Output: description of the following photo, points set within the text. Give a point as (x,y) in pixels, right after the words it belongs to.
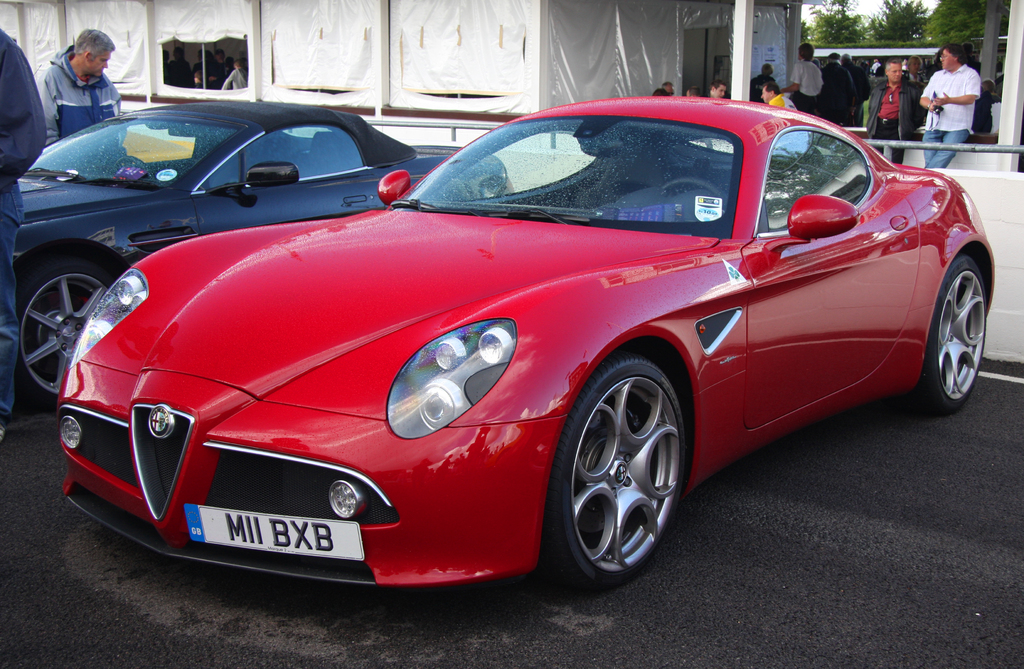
In this image there are two cars (357,303) which are parked one beside the other. In the background (322,51) there is a tent (433,57). On the right side (864,68) top there are few people (848,75) standing on the floor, while some people (771,88) are sitting in the chairs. On the left side (82,88) there is a man (9,230) standing on the floor (31,452).
